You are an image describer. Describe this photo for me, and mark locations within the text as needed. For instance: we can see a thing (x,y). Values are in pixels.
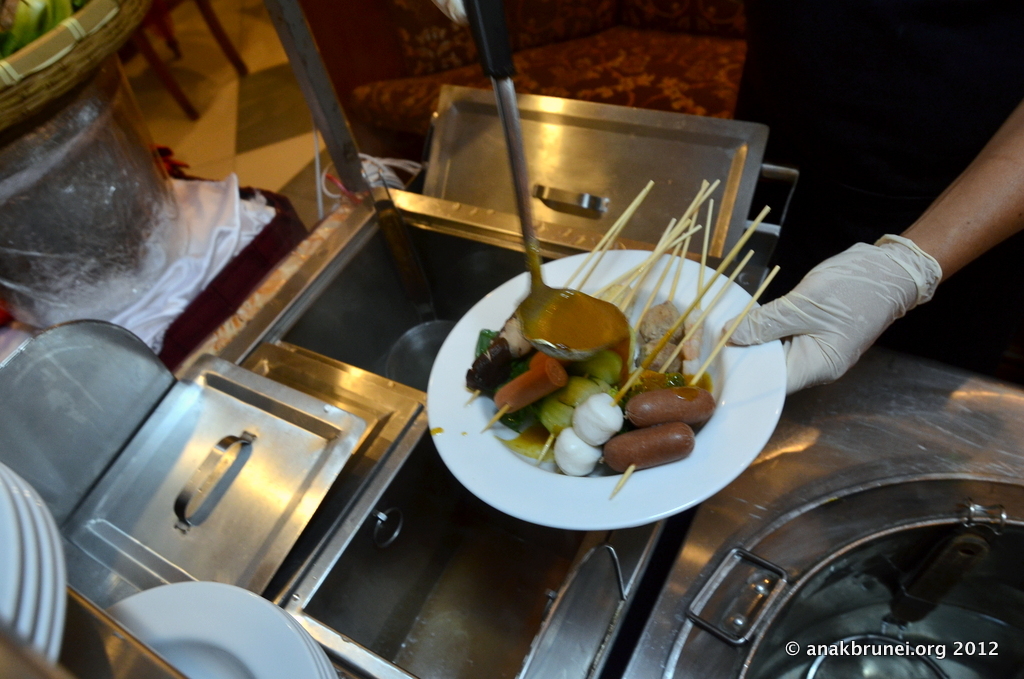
In this picture we can see a person's hand (958,208), who is holding white plate (688,268). On that plate (607,492) we can see hot dog (635,436), meat (660,354) and other food items (573,362). On the bottom (769,600) we can see food warmers (420,430), white plates (276,608) and other objects (248,277). On the bottom right corner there is a watermark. On the top left (46,49) we can see basket (20,109) on the container (18,221).
